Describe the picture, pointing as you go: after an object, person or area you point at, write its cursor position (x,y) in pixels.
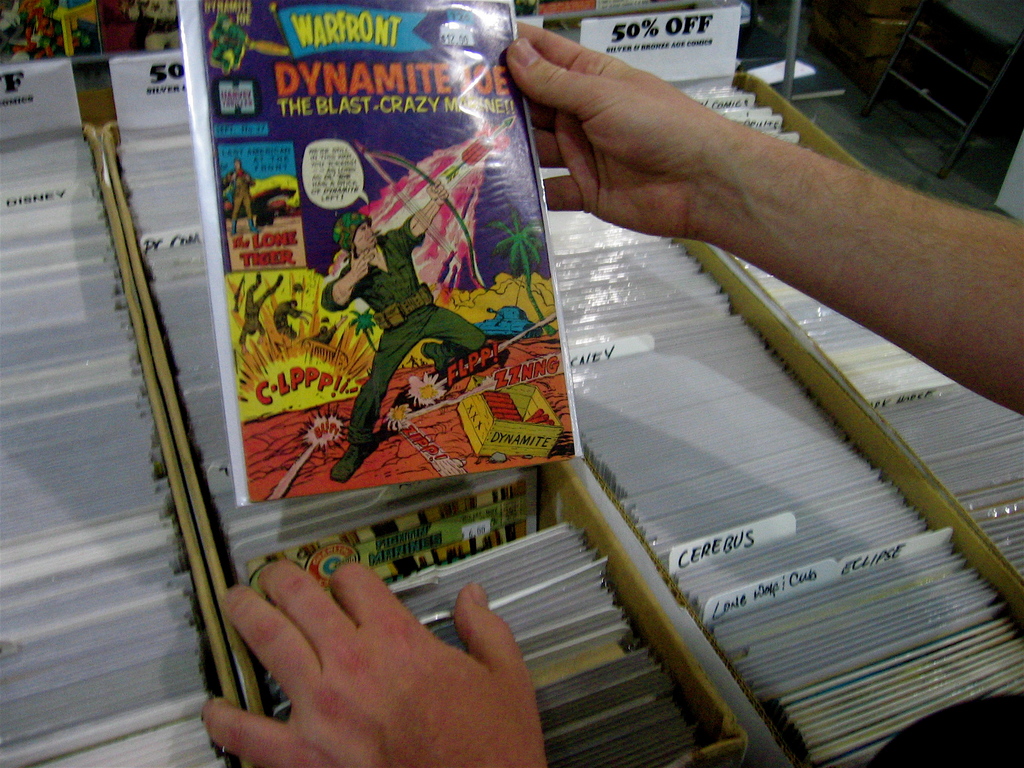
In this image there is a person (630,144) holding a cartoon story label (523,171) in his hand (603,169) and there are many other labels (92,360) on the shelf (778,354).
